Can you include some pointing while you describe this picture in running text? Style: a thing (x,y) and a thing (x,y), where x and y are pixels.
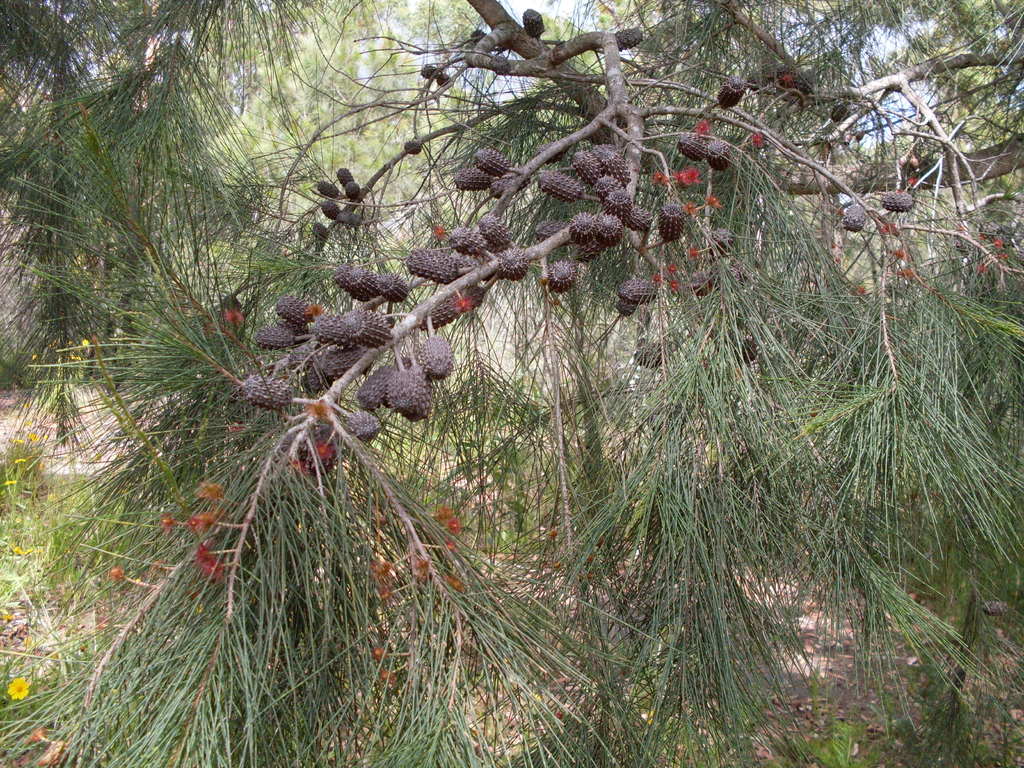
In this picture there are flowers (165,516) and fruits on the tree (162,503). At the back (34,192) there are trees (960,39). At the top (918,37) there is sky (574,16). At the bottom (818,666) there is ground (851,721).
